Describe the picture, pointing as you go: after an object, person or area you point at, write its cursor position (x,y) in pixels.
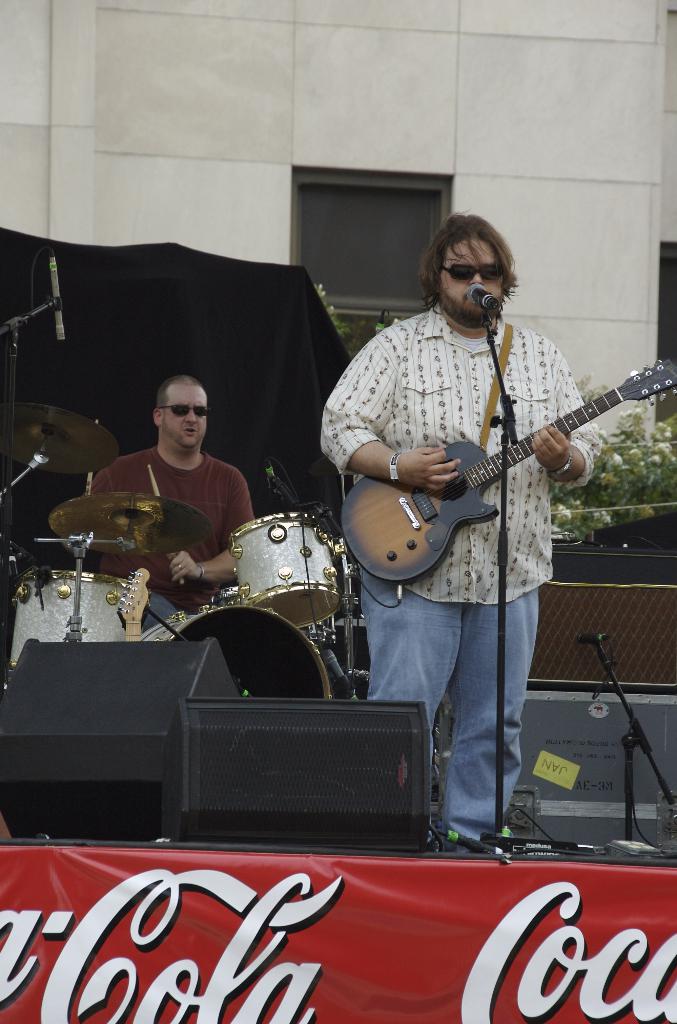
In the middle of the image (378,579) a man (569,403) is standing and playing guitar (576,416) and singing on the microphone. Bottom left side of the image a man (189,410) is playing drums (21,435). Bottom of the image (600,919) there is a banner (38,969). At the top of the image (568,325) there is a building (663,414). In the middle of the image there are some plants (648,471).
